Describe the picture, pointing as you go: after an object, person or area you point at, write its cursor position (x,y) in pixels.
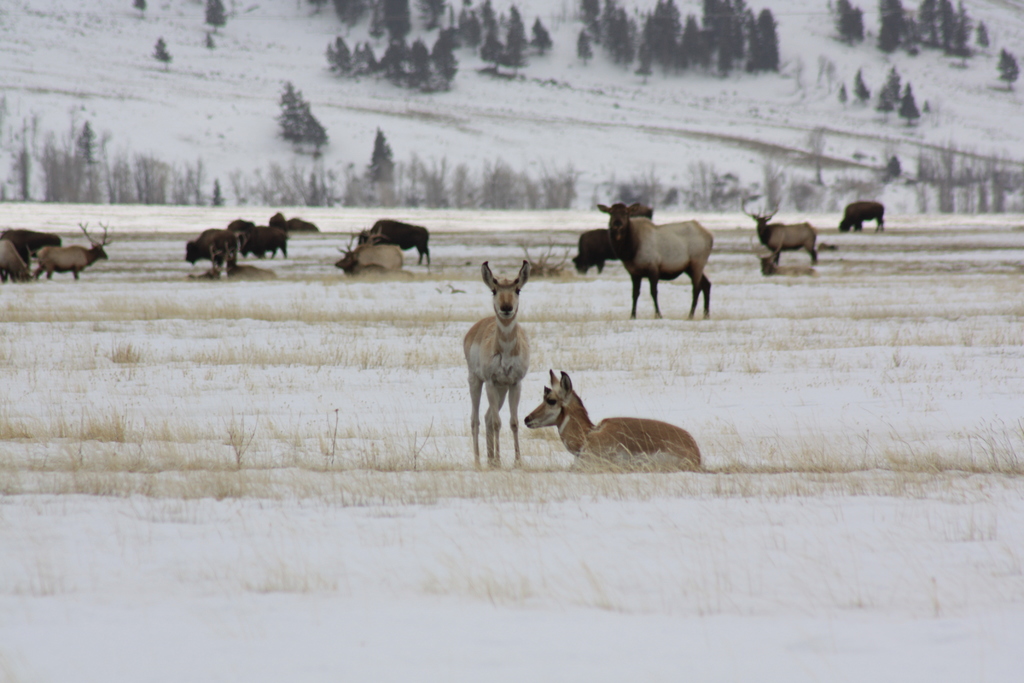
In this image we can see group of animals (87,251) in the snow (408,281). In the background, we can see some plants (495,178). At the top of the image (510,38) we can see a group of trees (668,26).
